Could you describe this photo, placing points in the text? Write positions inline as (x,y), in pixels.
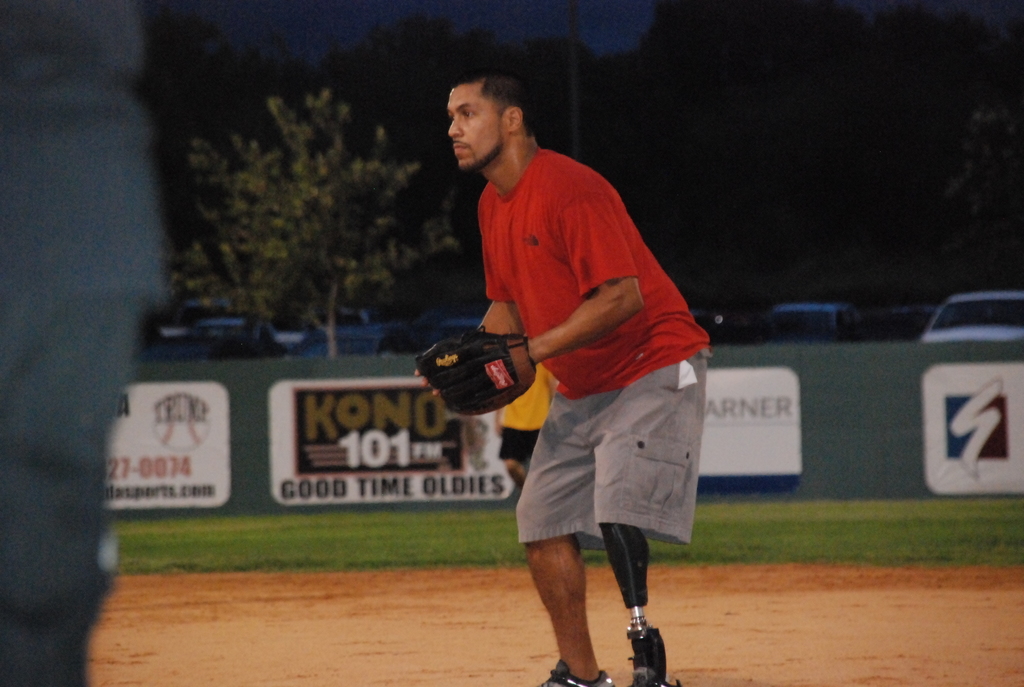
In this image I can see a person (640,313) standing on the ground (243,639) and wearing gloves (513,372) and in the background (466,251) I can see trees (360,132), poles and vehicles (963,328) and I can see a dark view in the background (690,61).
